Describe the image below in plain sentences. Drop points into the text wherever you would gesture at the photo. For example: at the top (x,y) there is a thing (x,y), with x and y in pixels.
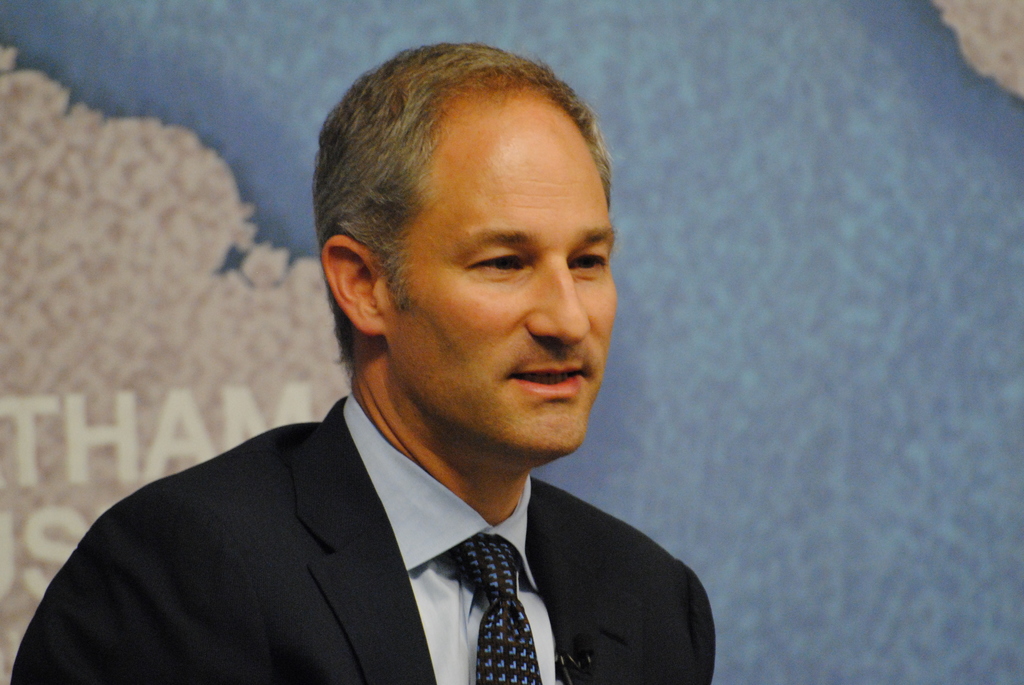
In this image there is a man (405,439) who is wearing the black suit (360,595) and a tie (519,627). In the background (283,237) there is a map (203,139).
